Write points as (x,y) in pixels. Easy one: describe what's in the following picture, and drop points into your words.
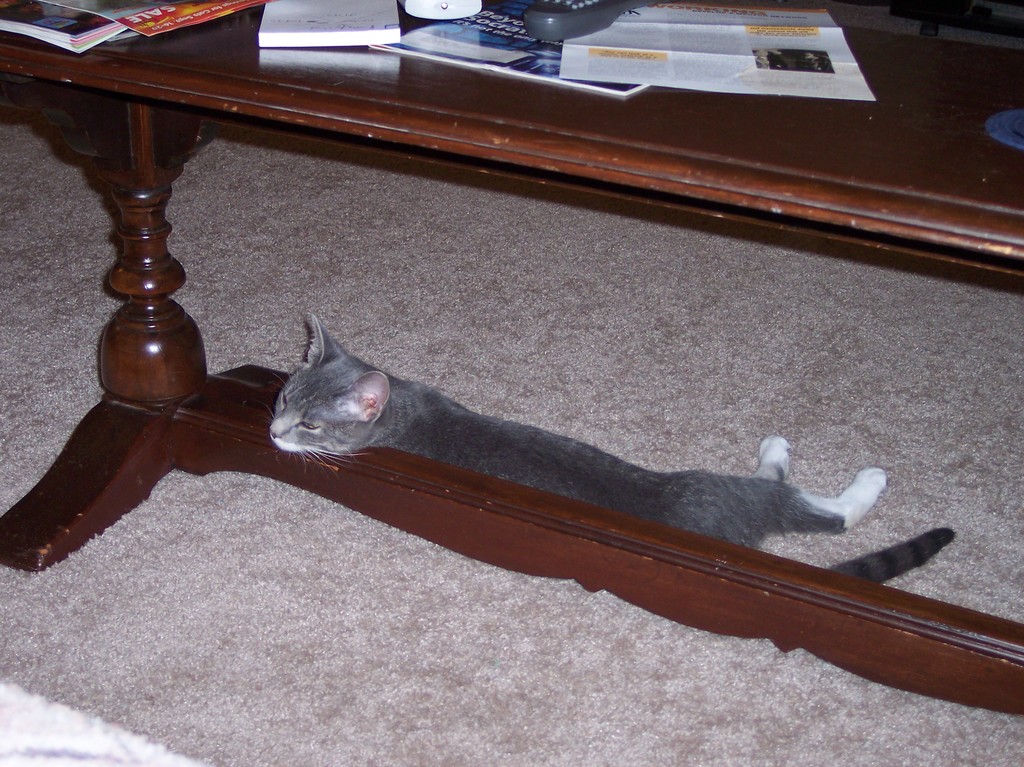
In this image there is a cat (459,417) under the table (311,69). On the table (312,69) there are books (349,36), remote (574,20), paper (568,54).
